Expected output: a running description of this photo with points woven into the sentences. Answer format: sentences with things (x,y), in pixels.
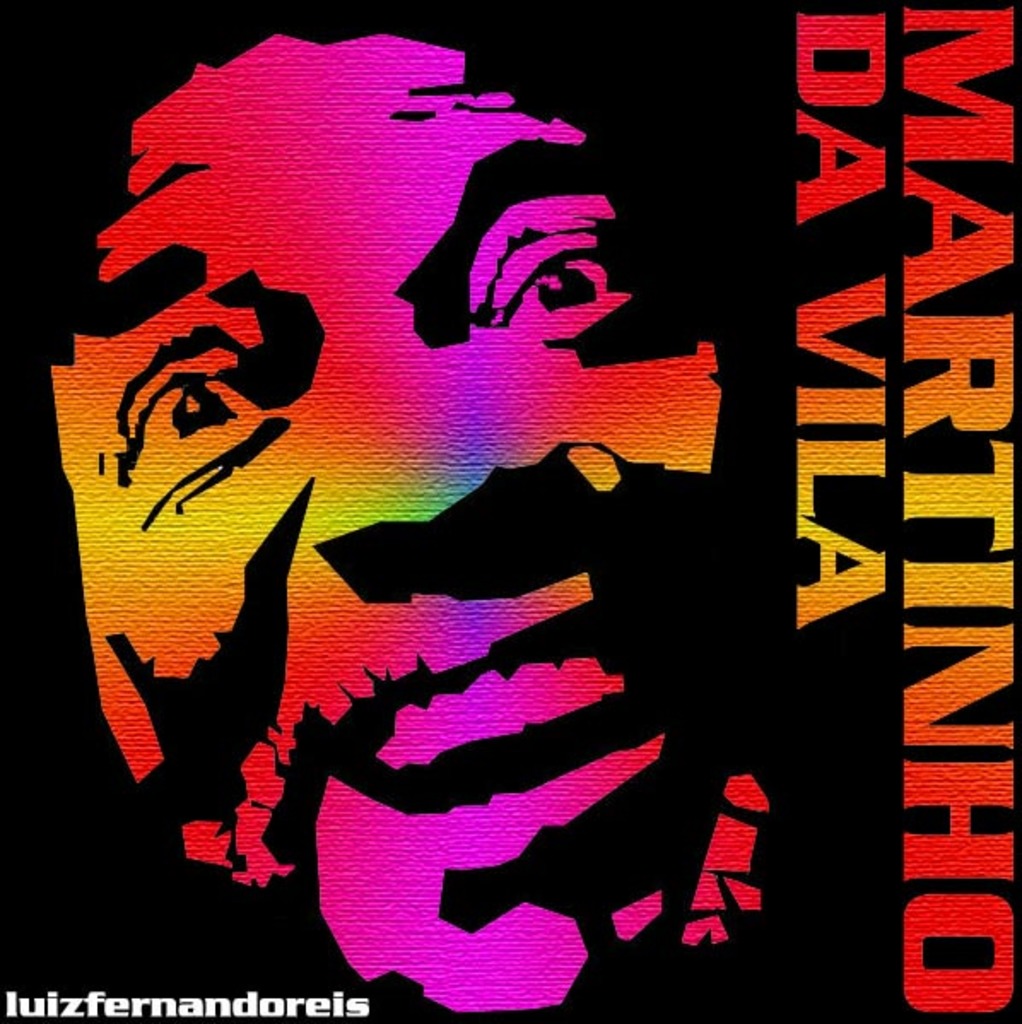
This is a poster (437,440). In this poster (444,405) there is a painting (330,527) of a person face (453,629). Also something is written on the right side (875,409). In the left bottom corner (157,999) there is a watermark (243,1003).
